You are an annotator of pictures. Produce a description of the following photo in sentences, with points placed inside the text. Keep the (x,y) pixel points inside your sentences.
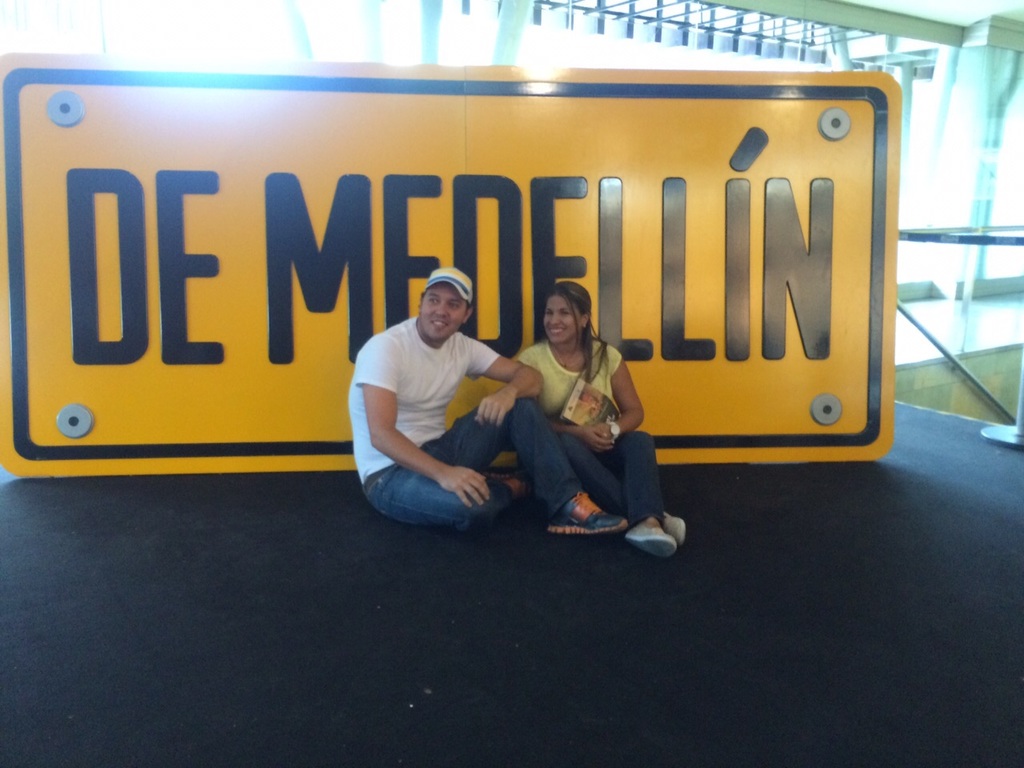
In this picture we can see a man (406,430) and a woman (577,435) holding a book (598,416) in her hand (606,426). Both are sitting on the path (220,547). There is a board (459,80) and few lights (795,51) in the background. We can see a glass (935,336) and a stand (991,437) on the right side (1018,426).
